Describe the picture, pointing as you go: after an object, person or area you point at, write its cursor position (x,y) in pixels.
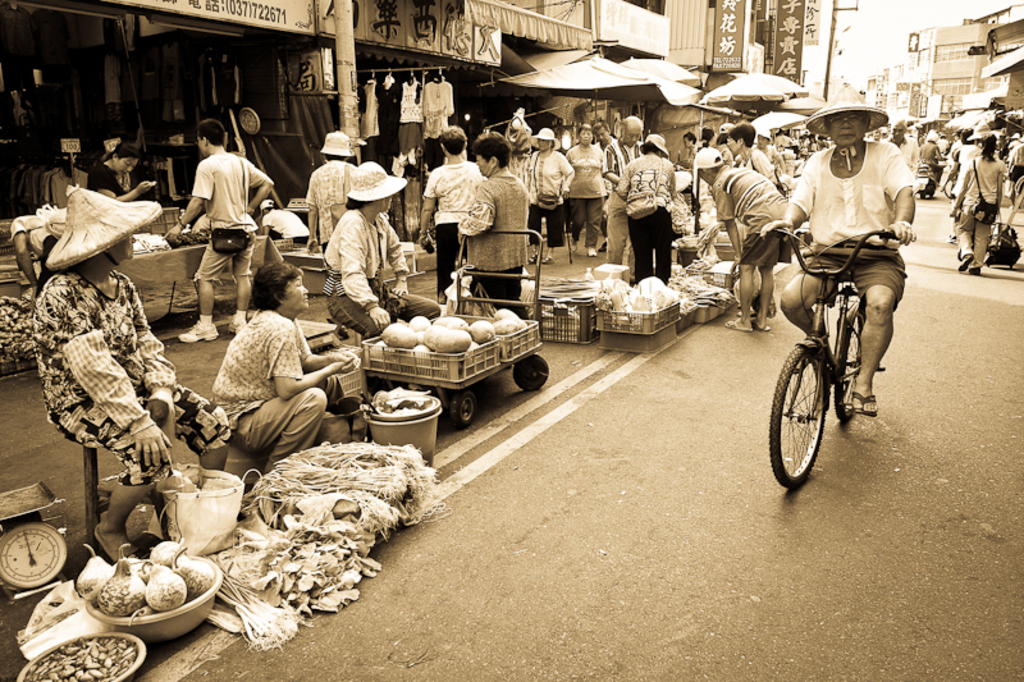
In this picture there are some people (268,377) those who are sitting at the left side of the road (742,343) in the image, they are selling the vegetables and there are other shops (290,177) around the area of the image, there is a man (848,88) who is riding the bicycle (825,283) at the right side of the image (812,284), it seems to be a market place (682,253) in the image.
